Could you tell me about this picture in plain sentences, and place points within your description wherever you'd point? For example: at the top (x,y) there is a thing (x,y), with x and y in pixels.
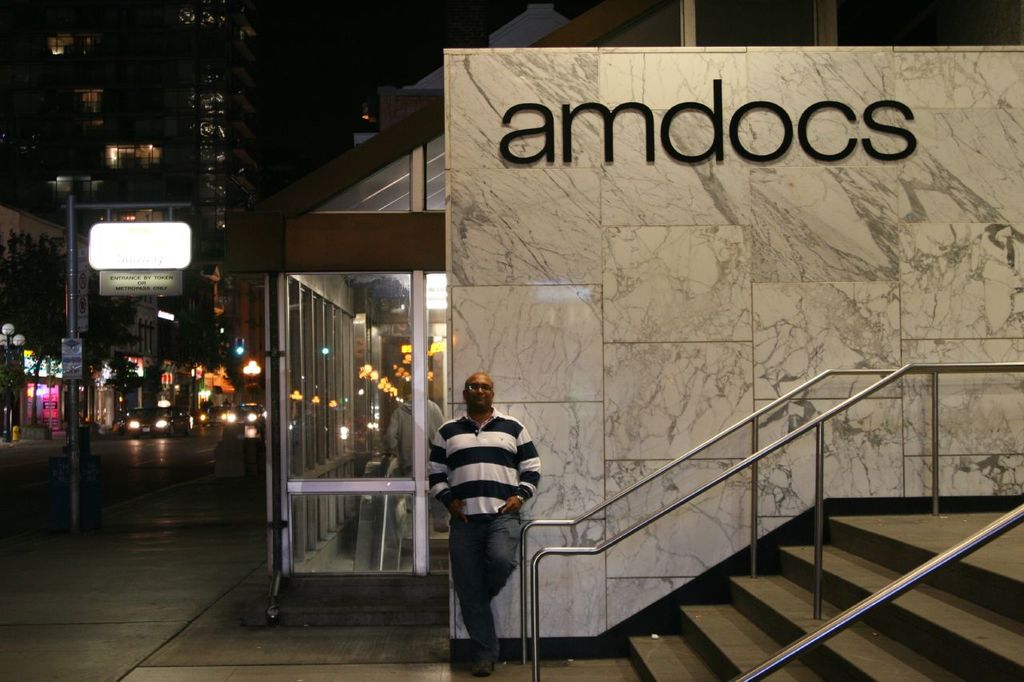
In this image, at the middle (518,436) we can see a man (534,466) standing, at the right side (822,597) there are some stairs (805,597), there is a wall (909,276), at the left side (153,410) there are some cars (141,426) and we can see a building (155,133).
